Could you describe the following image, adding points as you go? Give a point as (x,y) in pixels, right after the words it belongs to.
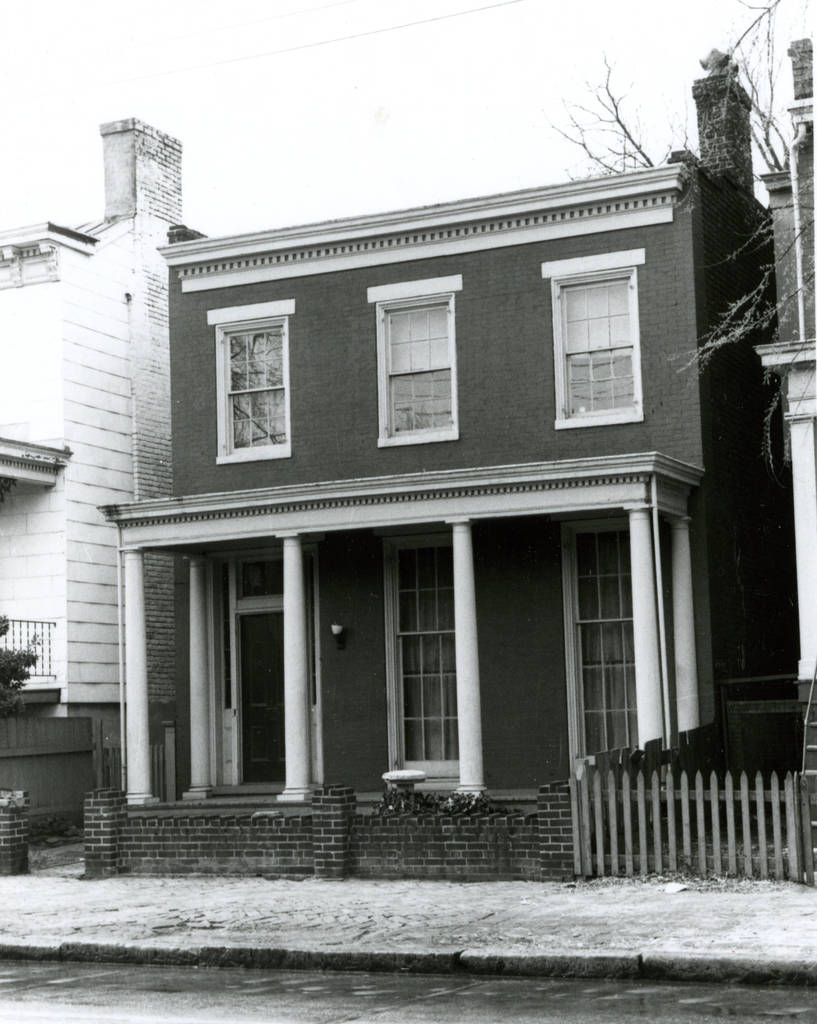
It is a black and white image, there are buildings (373,562). At the top (242,63) it is the sky (282,75).
